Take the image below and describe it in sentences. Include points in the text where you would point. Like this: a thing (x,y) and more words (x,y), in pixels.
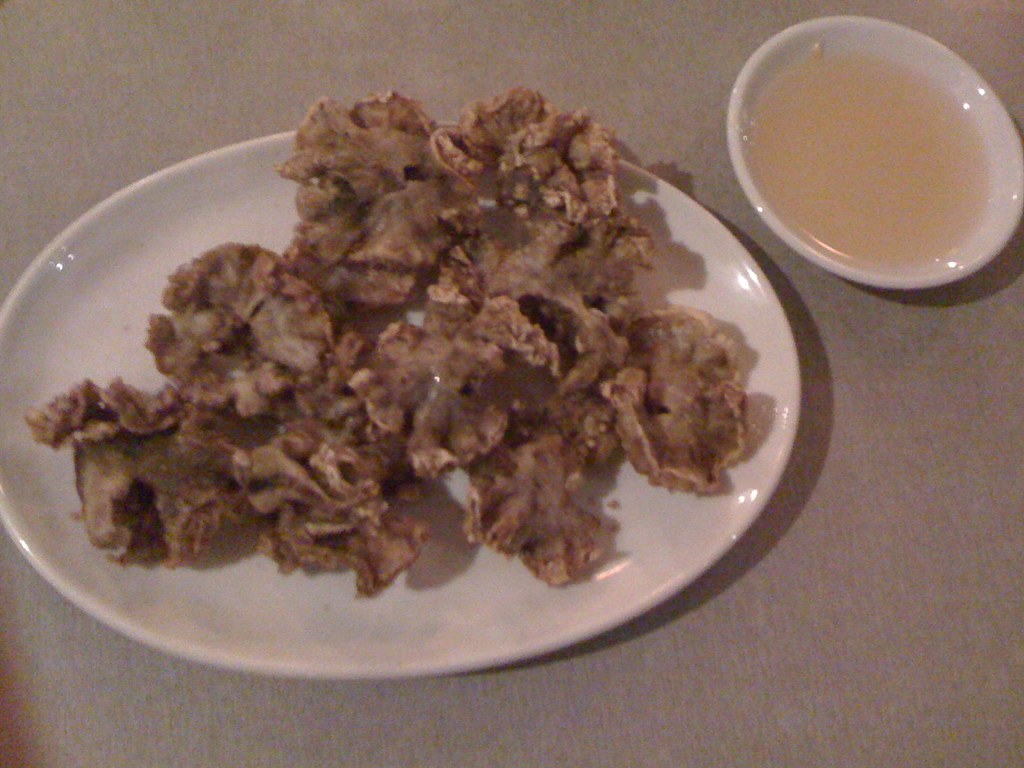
In the image there is some fried item (391,299) kept on a plate (209,584) and beside that there is some sauce (877,111) served in a small bowl (743,150).
